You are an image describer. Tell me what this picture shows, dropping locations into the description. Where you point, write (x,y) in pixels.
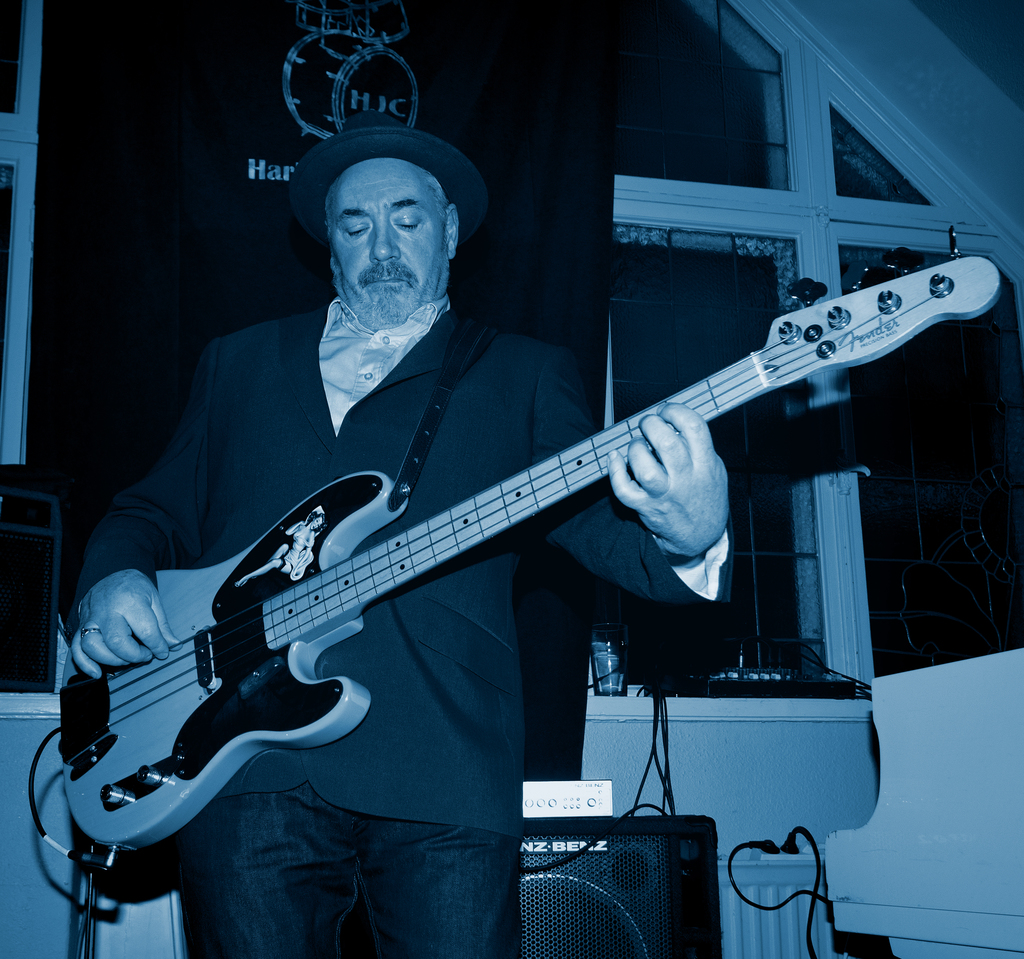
In this picture we can see a man (644,460) who is playing a guitar (588,447).
